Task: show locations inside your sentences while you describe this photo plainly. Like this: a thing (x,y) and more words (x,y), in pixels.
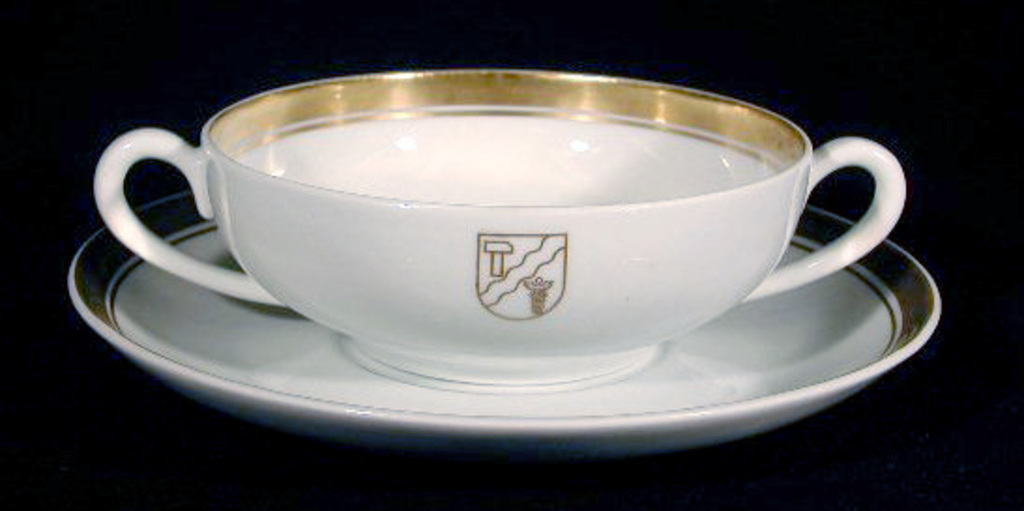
In this picture I can see a cup (585,254) in the saucer (614,379), those are in white color.
